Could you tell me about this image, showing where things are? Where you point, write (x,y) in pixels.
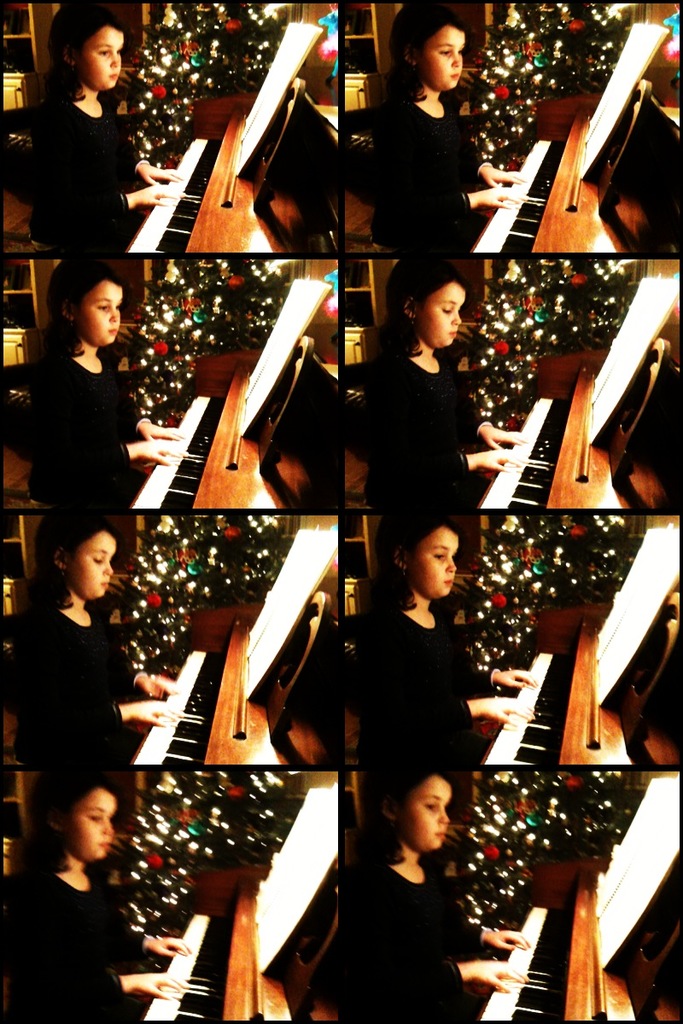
This is a collage of same image. In this image a girl (111,133) is playing a keyboard (194,212). On the background (201,42) there is a Christmas tree (232,48). On the keyboard (315,129) there is a paper (270,97) and a stand (275,124).
